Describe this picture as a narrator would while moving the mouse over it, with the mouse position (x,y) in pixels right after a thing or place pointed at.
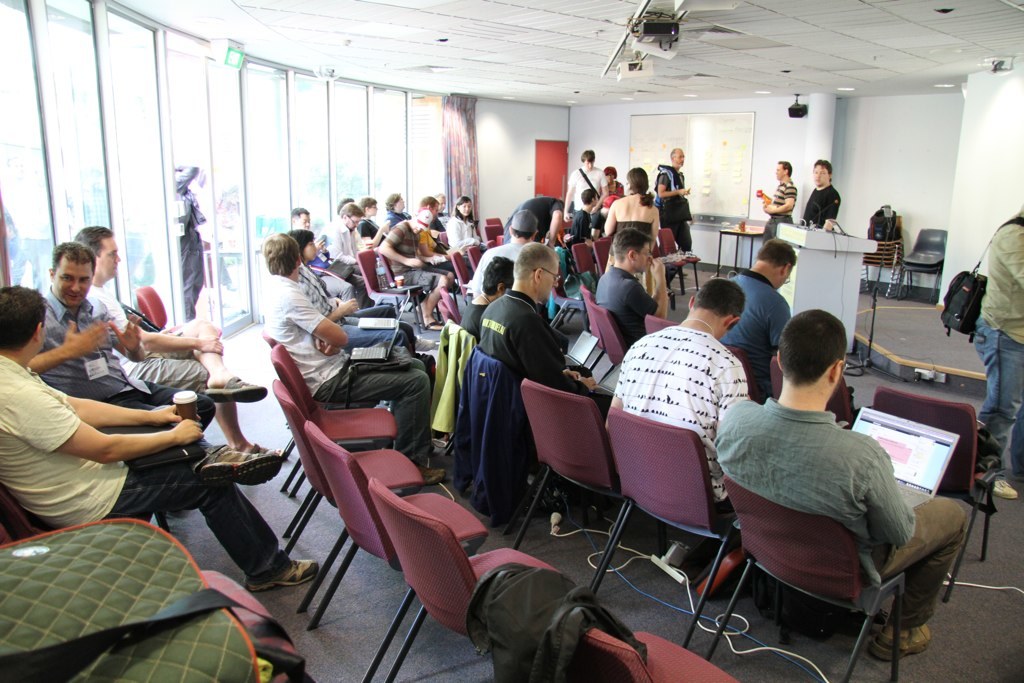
Here we can see a three persons (233,528) sitting on a chair (22,519) and these two are having a conversation. Here we can see a few people (739,291) who are sitting on a chair (656,470) and some of them are working on a laptop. Here we can see a projector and this is a screen (715,165). Here we can see a glass door (206,191).
